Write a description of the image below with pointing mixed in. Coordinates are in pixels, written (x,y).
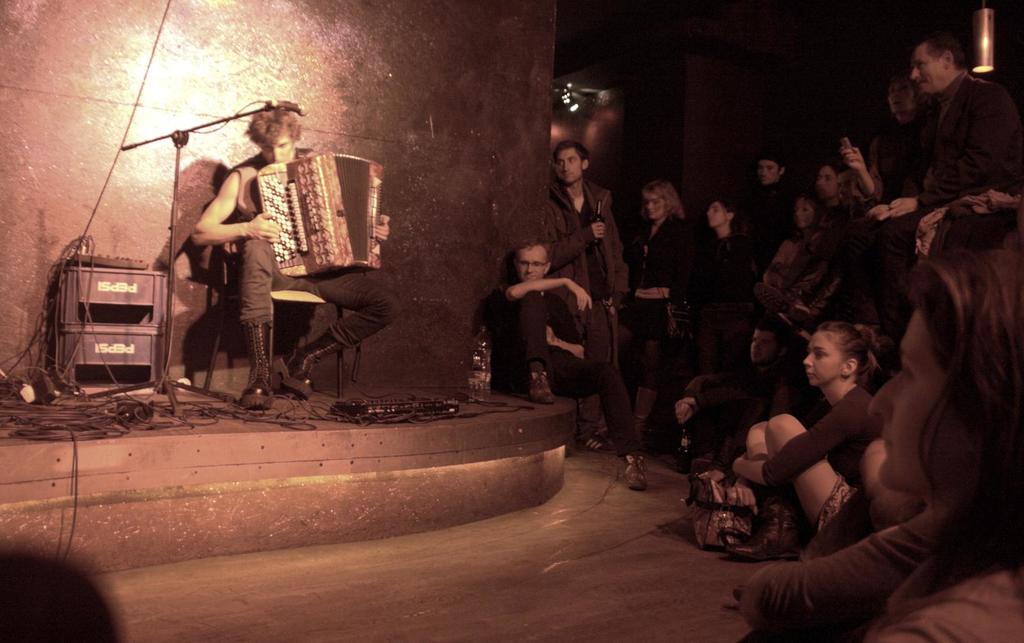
On the right side of the picture (901,110) it is dark. We can see people (961,177). Among them few people (920,165) are sitting and few people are standing. We can see few objects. In this picture we can see a person (358,324) sitting on a chair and playing a musical instrument (337,211). On the platform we can see microphone (274,103), wires (123,412), stand (246,114) and objects (31,397).
